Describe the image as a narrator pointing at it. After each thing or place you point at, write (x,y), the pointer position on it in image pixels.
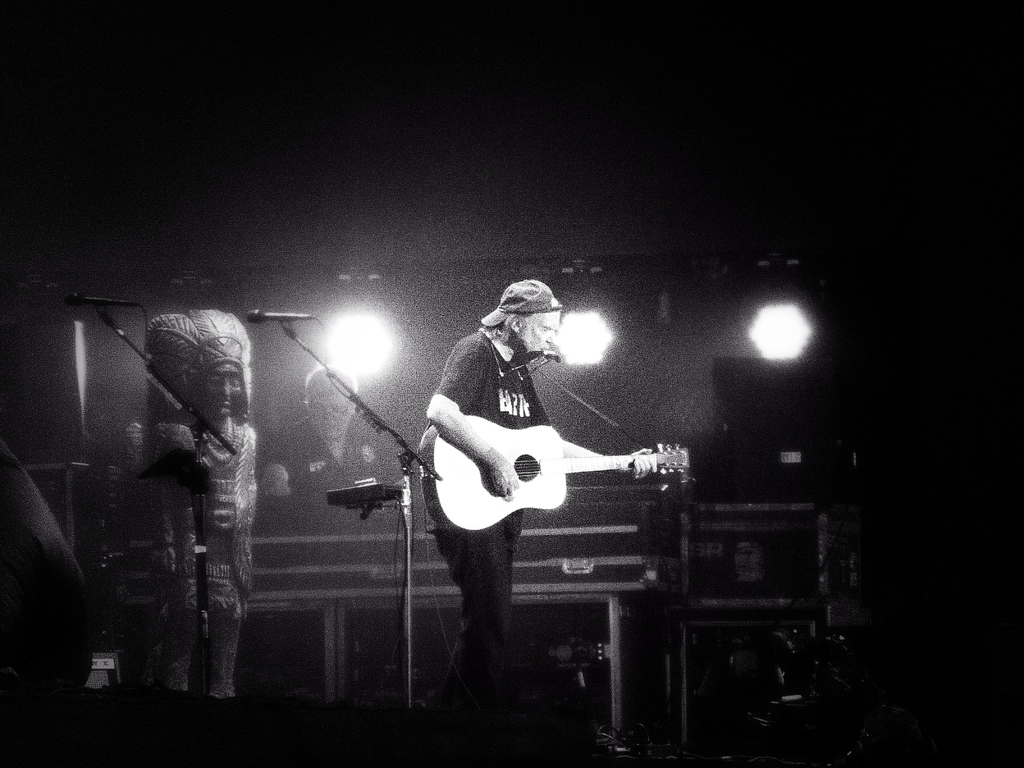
In this image, In the middle (475,448) there is a man (495,567) standing and he is holding a music instrument (544,491) which is in white color, He is singing in a microphone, There are some microphones (186,410) which are in black color, In the background (776,327) there are some lights (778,345) which are in white color.
